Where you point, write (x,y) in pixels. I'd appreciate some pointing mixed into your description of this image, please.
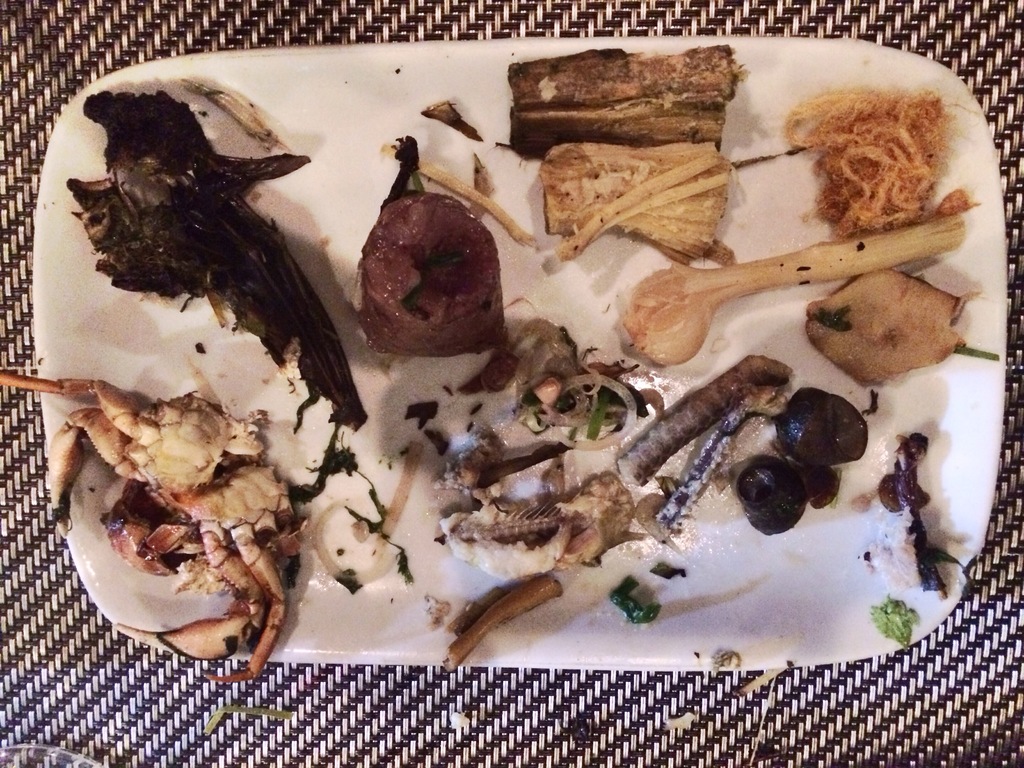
In this picture we can see food items (481,533) placed on the white plate (368,123) and this plate (85,179) is placed on the surface (848,11).
